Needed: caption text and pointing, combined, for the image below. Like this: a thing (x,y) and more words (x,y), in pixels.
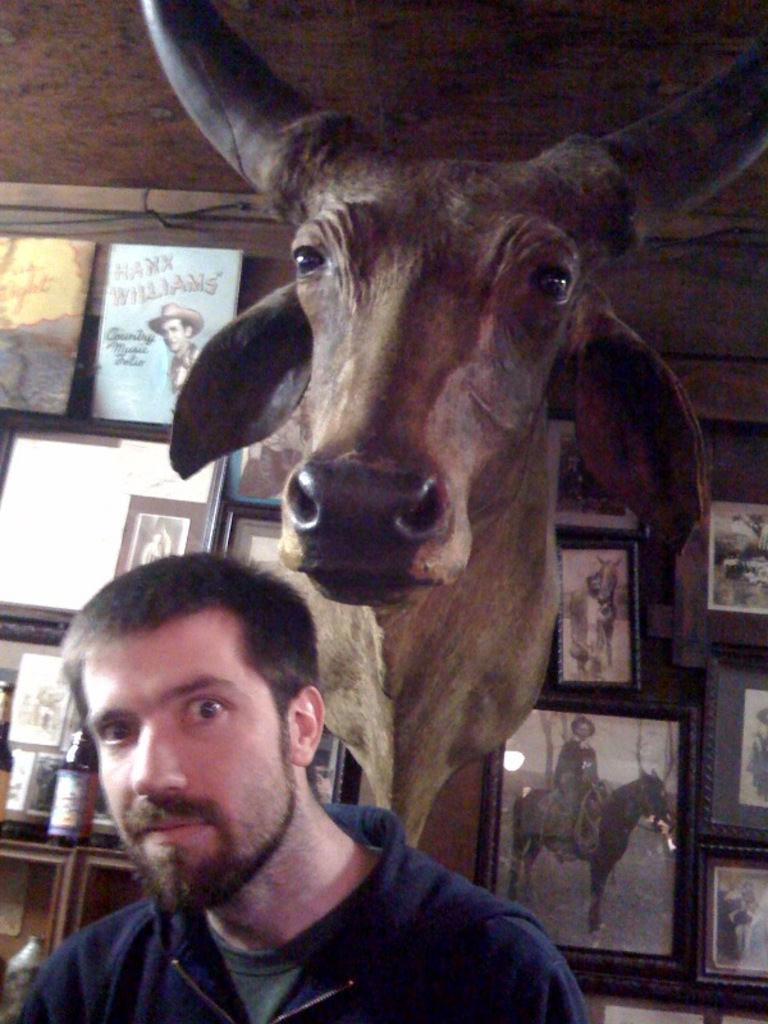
In this image there is a person (193,955), behind the person (114,789) there is a depiction of a head of an animal (397,488) and there are a few frames (61,564) hanging on the wall (597,680), there are a few objects (65,793) placed on the rack (74,911). At the top of the image (296,72) there is a ceiling (313,76).
